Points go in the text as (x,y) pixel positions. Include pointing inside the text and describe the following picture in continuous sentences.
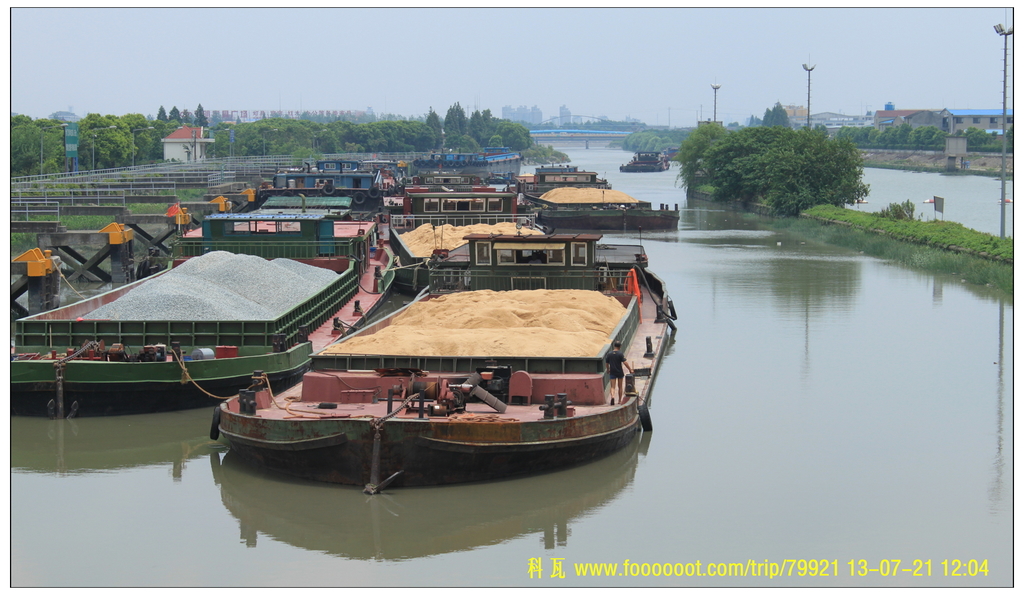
In the foreground of this image (345,252), there are boats (349,361) with sand (447,333) and stones (320,278) on it on the water (800,298). On the left (68,274), there are docks (113,226) and on the right (831,180), there are plants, trees (836,194) and poles (714,95). In the background (706,168), there are boats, trees (298,153), buildings (793,113), poles (716,117) and the sky (544,56).
